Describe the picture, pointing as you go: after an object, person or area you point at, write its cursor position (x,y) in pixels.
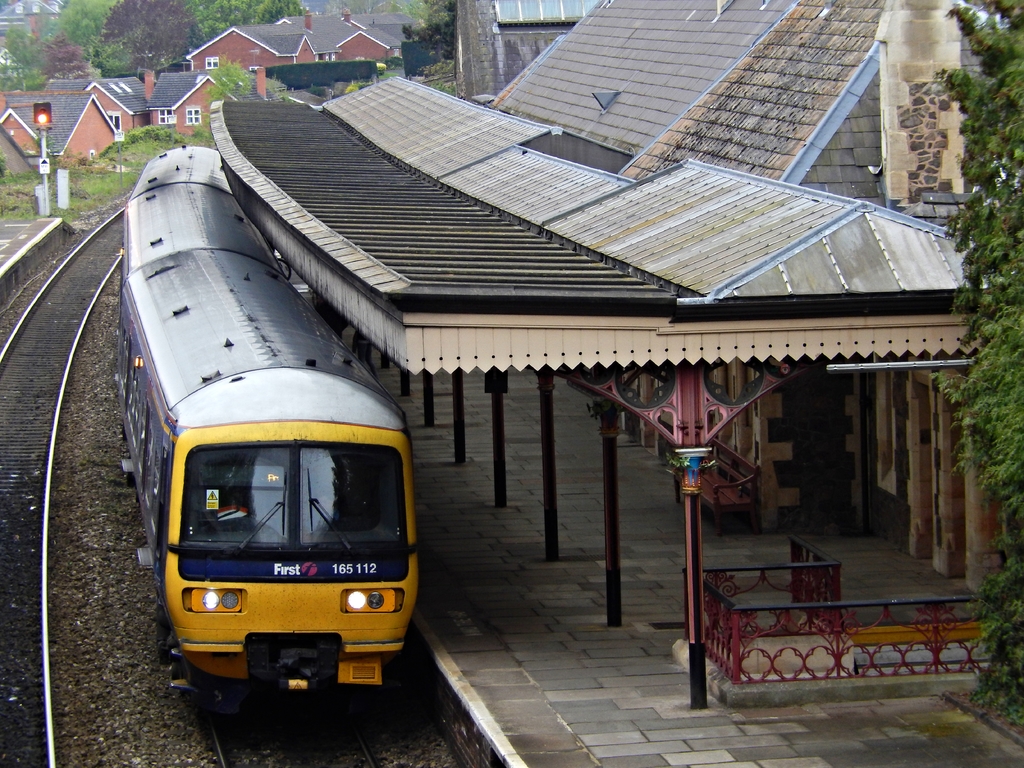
On the left side (45,120), there is a signal light (45,120) attached to a pole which is on a platform (2,287). On the right side (894,704), there is a platform (537,762) which is having a roof (678,255) and there is a tree (1018,102). Beside this platform (464,686), there is a train (141,222) on the railway track (339,747). In the background (654,78), there are buildings (2,98) which are having roofs (399,33) and there are trees (444,25).
